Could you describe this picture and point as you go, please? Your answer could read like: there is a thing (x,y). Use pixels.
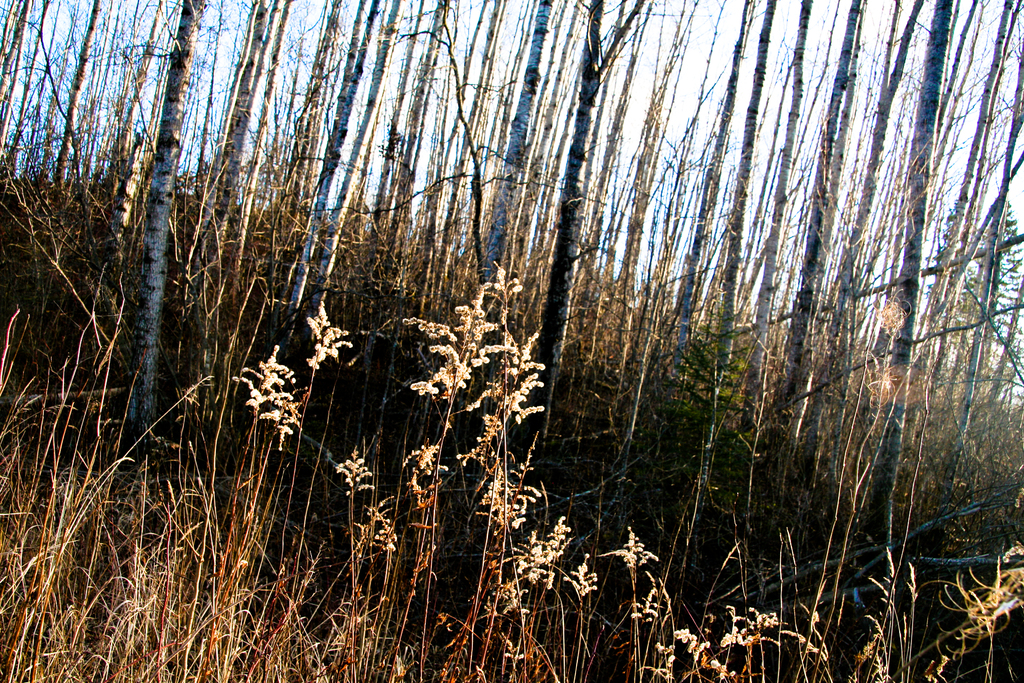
In this image we can see some plants (248,488) and trees (433,209).
